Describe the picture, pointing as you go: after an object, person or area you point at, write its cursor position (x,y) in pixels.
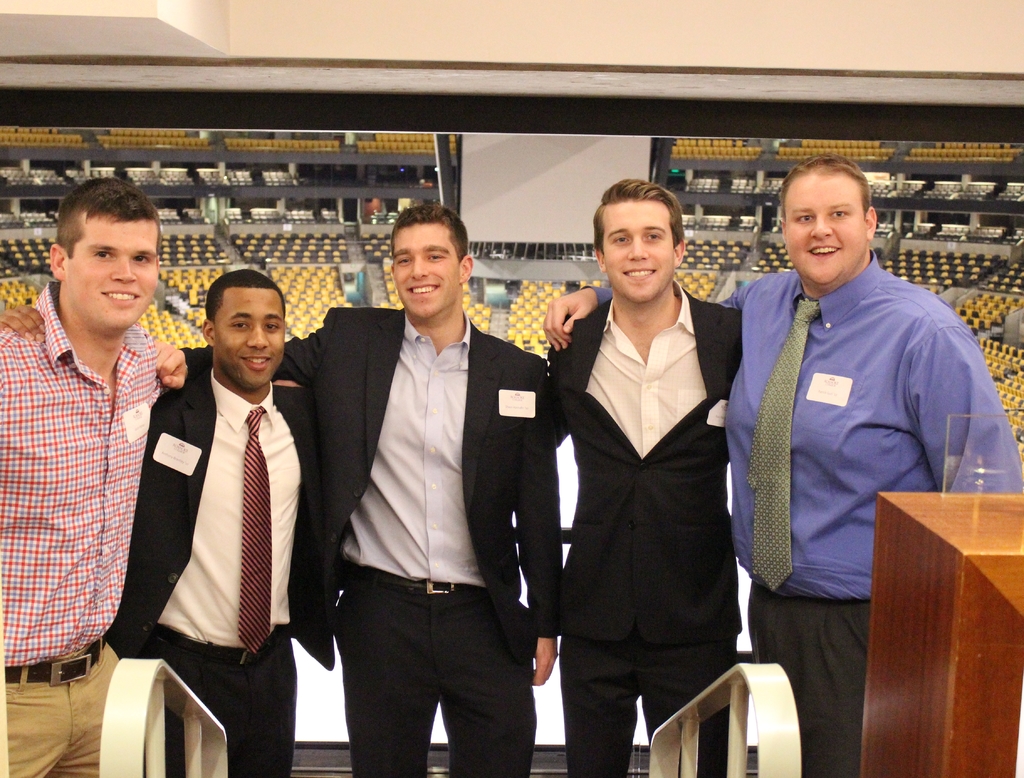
This picture looks like a stadium (486,313), there are some people (449,497) standing and smiling, also we can see a wooden object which looks like a table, in the background (525,184) we can see some chairs (196,298), poles (442,150) and a poster (638,156).
